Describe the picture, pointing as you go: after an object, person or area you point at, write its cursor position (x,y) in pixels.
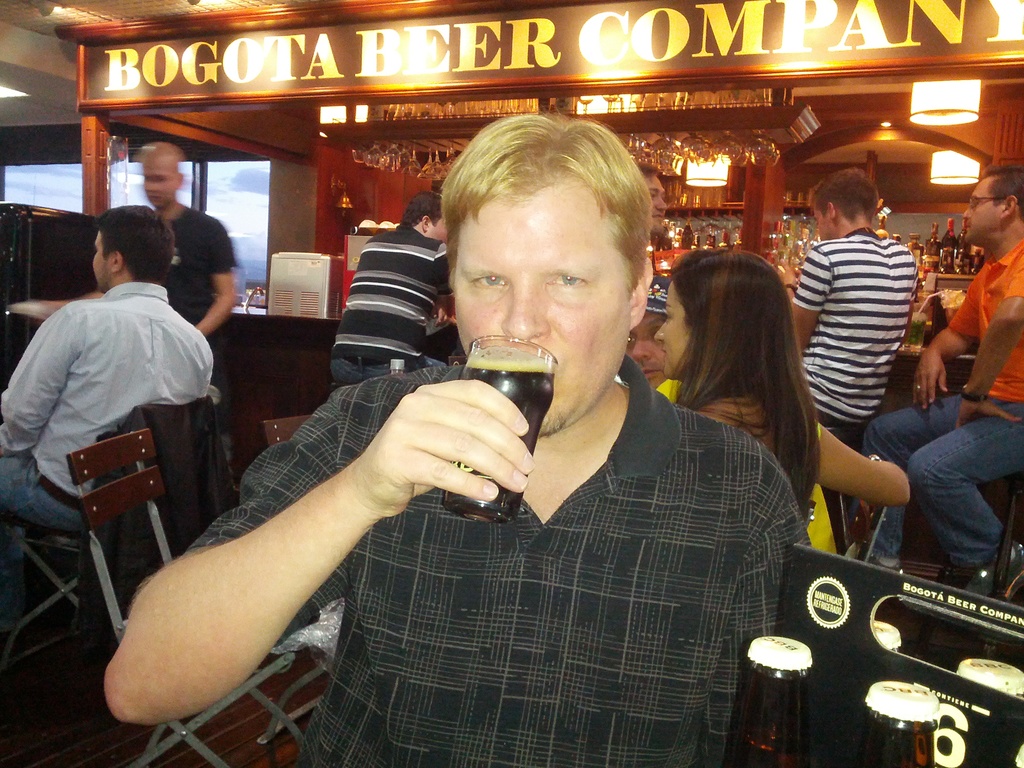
Front a person (638,689) is drinking a drink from a glass (489,355). We can see bottles (792,706), people (166,305), board (995,25), lights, glasses (397,144) and things (940,269). Far there are glass windows (234,186). Few people (136,303) are sitting on chairs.
